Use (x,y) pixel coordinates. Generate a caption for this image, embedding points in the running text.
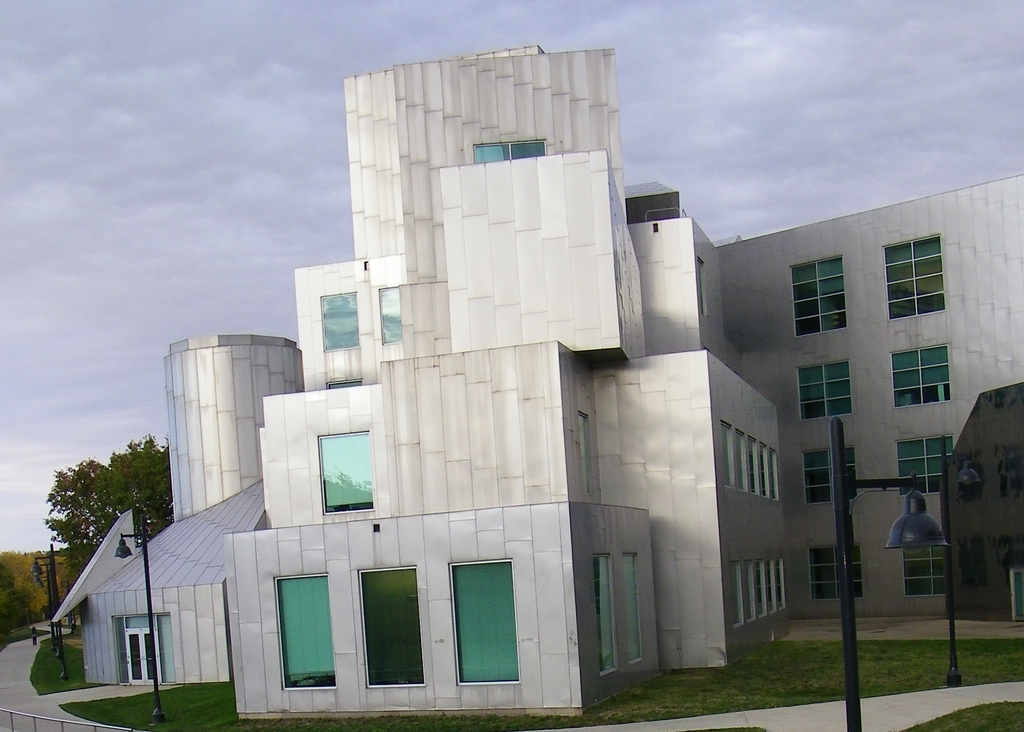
In this image there is a big building (611,529) with glass windows (936,376) in front of that there is grass (799,682) and some bell shaped lights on the pole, also there are trees (11,566) behind the building (540,589).
